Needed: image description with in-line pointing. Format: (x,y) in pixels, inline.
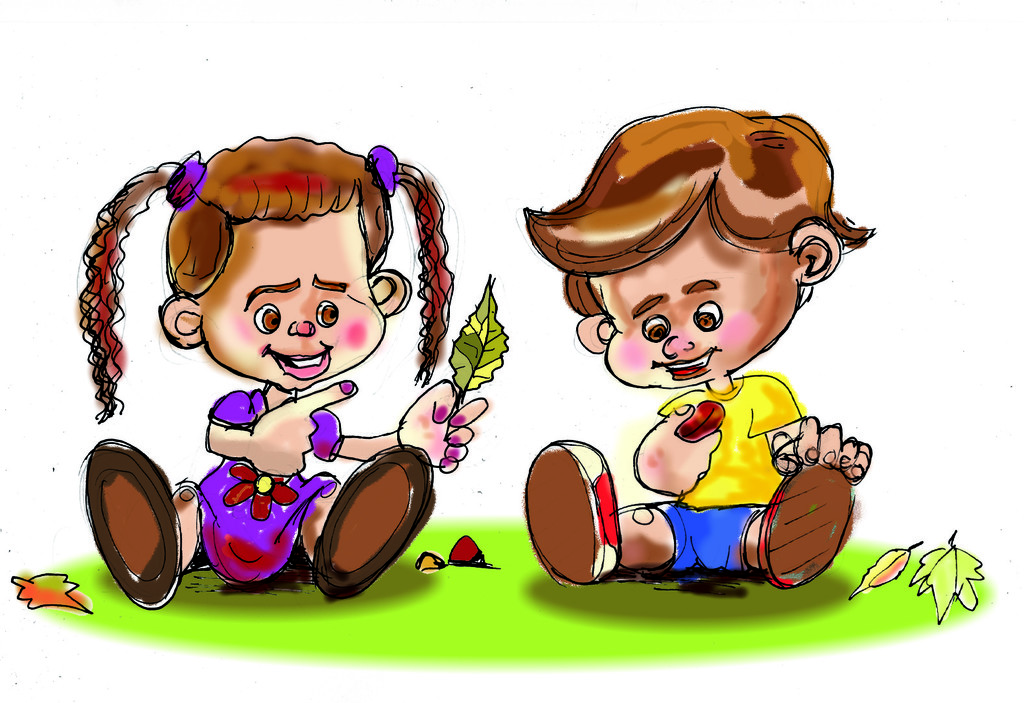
This is a painting, in this painting we can see a girl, boy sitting on a platform (441,615), and a girl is holding a leaf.
